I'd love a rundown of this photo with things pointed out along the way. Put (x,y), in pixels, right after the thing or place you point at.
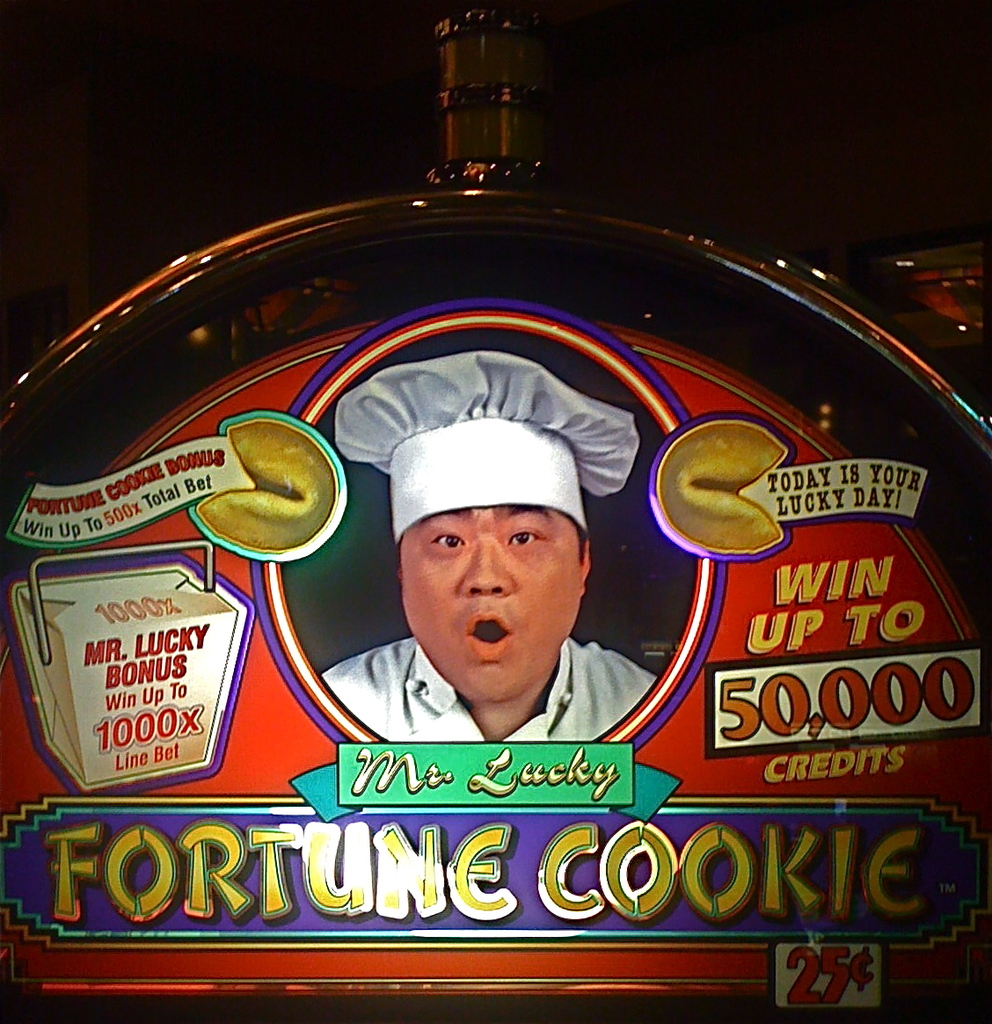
This is a poster (580,635), on this poster (641,683) we can see a person (622,698), some text (490,780) and in the background (385,138) we can see it is dark.
